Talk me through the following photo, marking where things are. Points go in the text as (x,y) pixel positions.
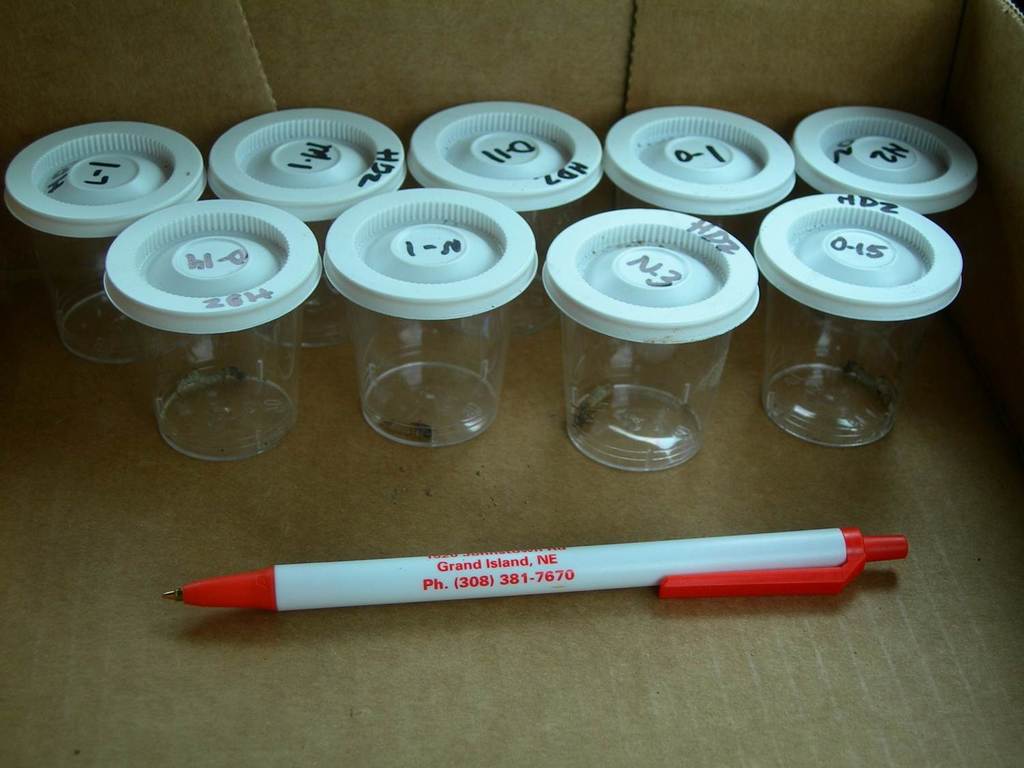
This picture is taken inside the box (757,647). In the middle of the box (793,655), we can see a pen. In the background of the box (509,697), we can see some glasses (773,194) closed with a cap (142,262).
